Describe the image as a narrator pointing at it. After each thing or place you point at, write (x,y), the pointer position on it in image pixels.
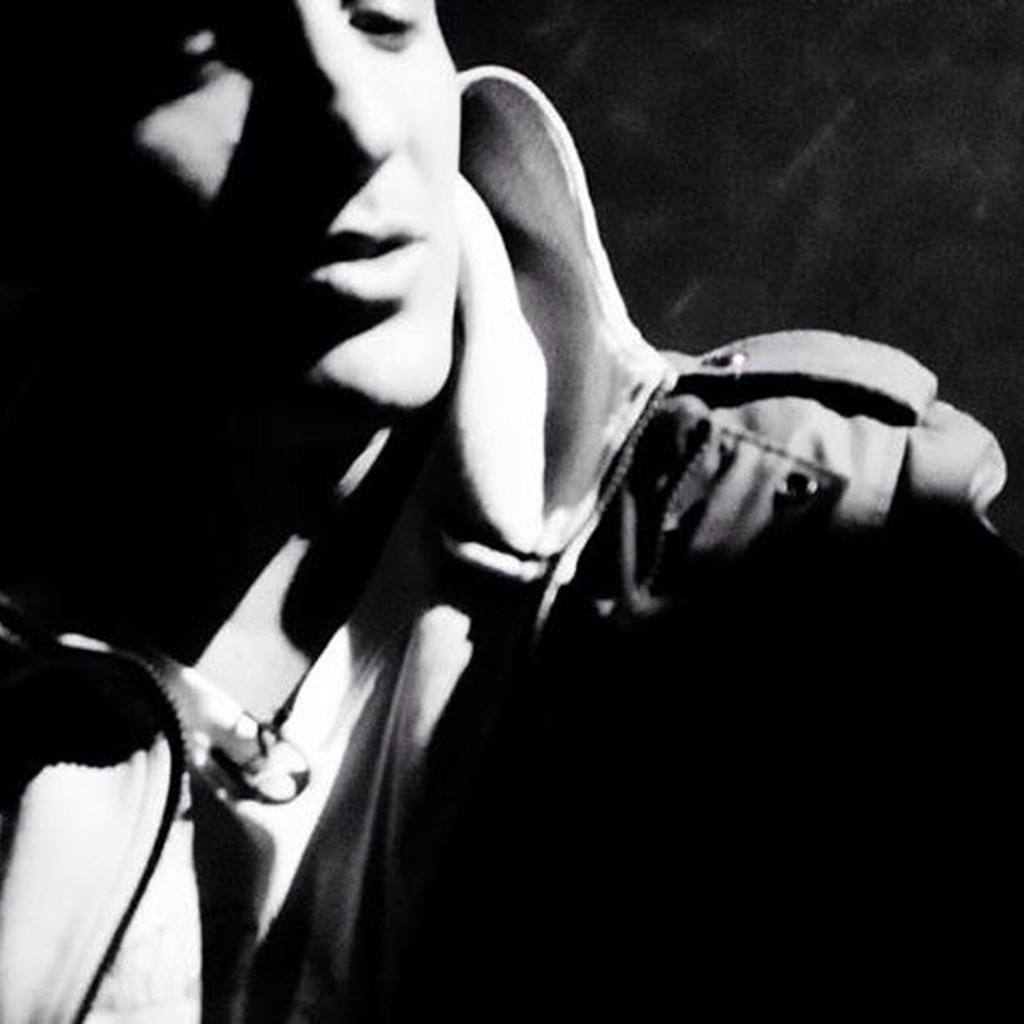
This is a black and white picture. I can see a person (947,914), and there is dark background (636,85).
